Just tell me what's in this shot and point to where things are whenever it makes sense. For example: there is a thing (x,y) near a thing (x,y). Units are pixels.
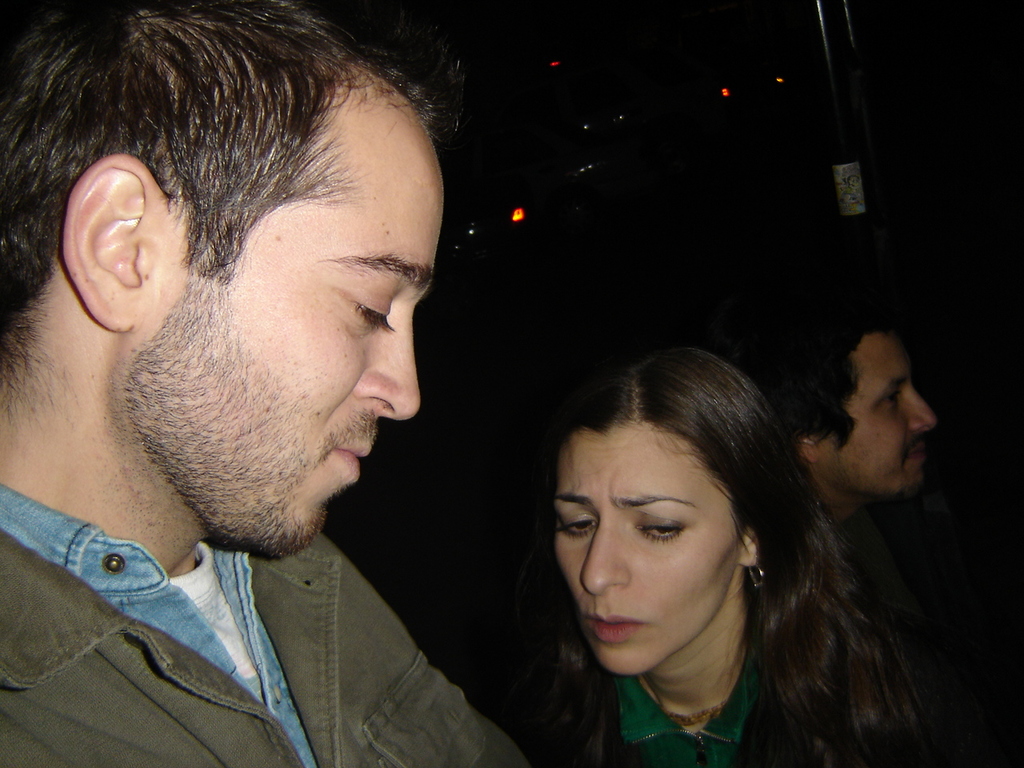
In the foreground of this image (260,588), there are two men (868,463) and a woman (650,601) in the dark and it seems like a pole (831,68) on the right (868,151).
